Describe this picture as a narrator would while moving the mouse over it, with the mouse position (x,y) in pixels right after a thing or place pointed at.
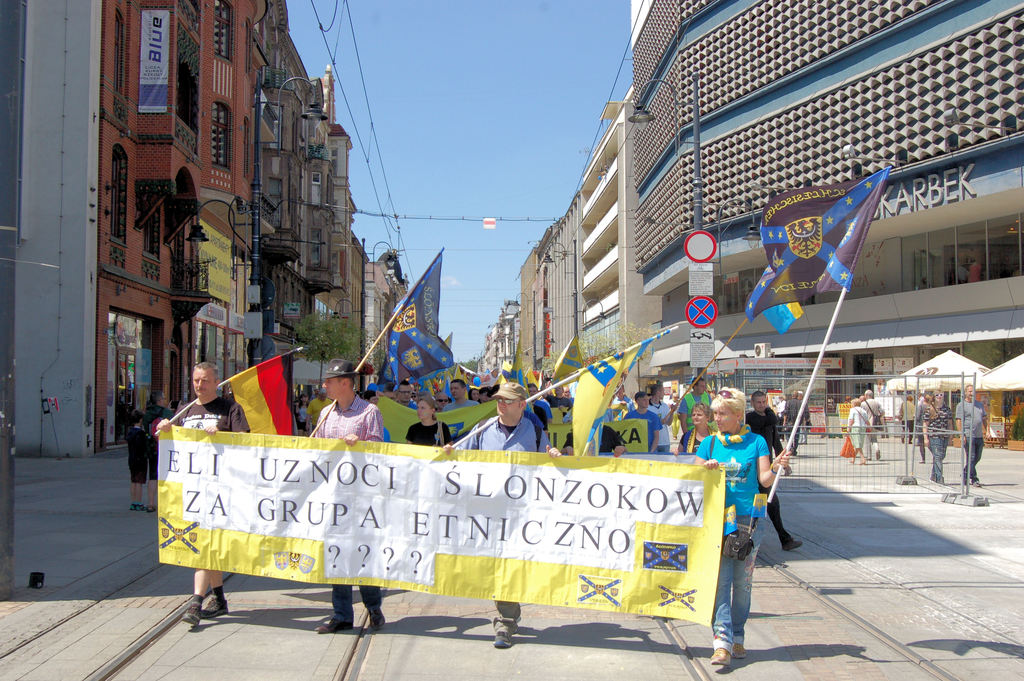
In this image we can see few persons (740,457) are walking on the road (529,621) and among them few persons (741,444) are holding banners (698,481) and flag poles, fences (805,411), buildings (50,222), tree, hoardings (843,404), windows (211,358), glass doors (228,348), objects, tents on the right side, light poles (7,321), objects (247,333) and the sky (454,228).
